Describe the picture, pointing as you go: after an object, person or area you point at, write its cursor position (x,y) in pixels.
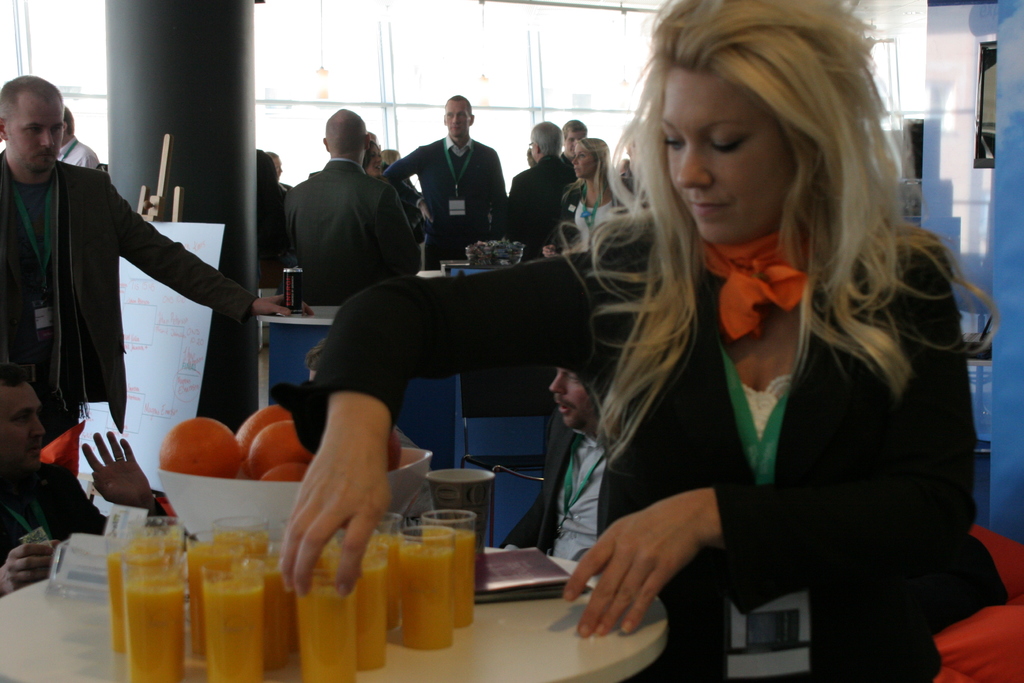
On the right side (827,306), there is a woman (869,346) in a black color jacket (863,383), holding a glass (337,625) which is filled with juice (327,642). This glass (324,625) on a table (543,657), on which there are glasses (410,599) filled with juice (457,580) and there are fruits (392,439) arranged in a white color bowl (178,484). In the background (152,248), there are persons (570,202), there is a pillar (194,218), there is a white color board (154,379) and there is a glass window (384,104).
